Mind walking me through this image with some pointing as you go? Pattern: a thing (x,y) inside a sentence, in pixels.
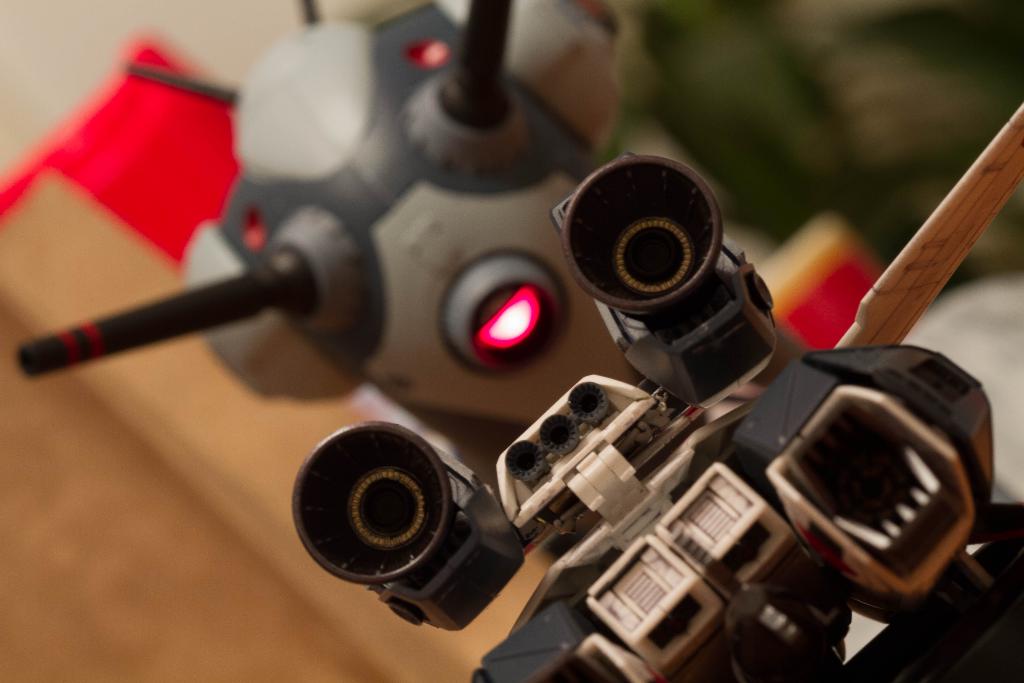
In the center of the image (462,355) we can see two toys (570,412). In the background (437,420), we can see it is blurred.
